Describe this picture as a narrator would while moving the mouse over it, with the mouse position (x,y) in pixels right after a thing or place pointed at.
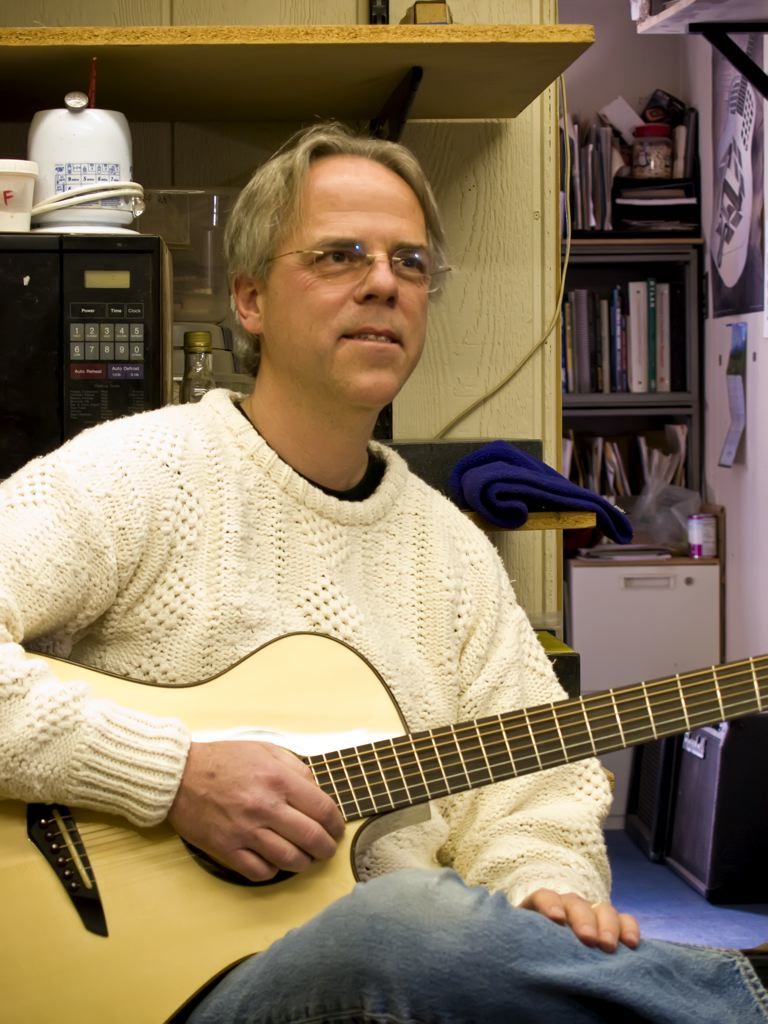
Here we see a man (443,589) in white sweater (291,553) is holding guitar (340,740) in his hands (197,792). He is even wearing spectacles (399,264). Behind him, we see microwave oven (104,284) and next to that, we see a cupboard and a rack (652,233) in which books (586,344) are placed. This photo is clicked inside the room (26,29).
